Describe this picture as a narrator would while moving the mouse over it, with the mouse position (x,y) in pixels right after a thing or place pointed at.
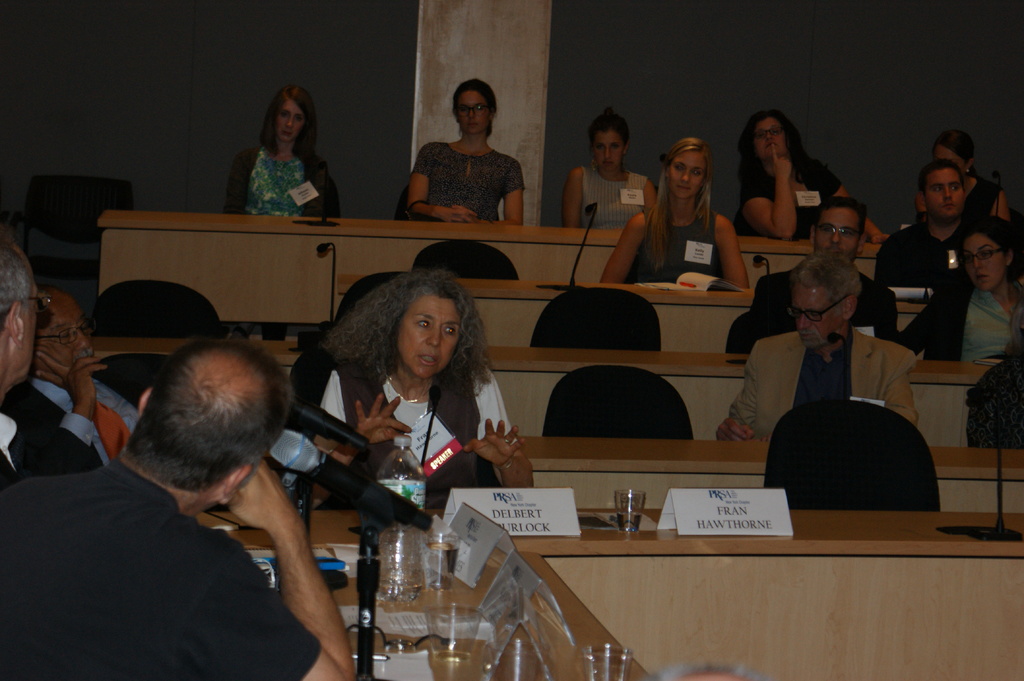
Few persons (945,315) are sitting on the chair (421,260). We can see tables (687,478) and Chairs (620,421), on the table (562,543) we can see name board (694,508), glasses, microphones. On the background (565,56) we can see wall (514,58).
